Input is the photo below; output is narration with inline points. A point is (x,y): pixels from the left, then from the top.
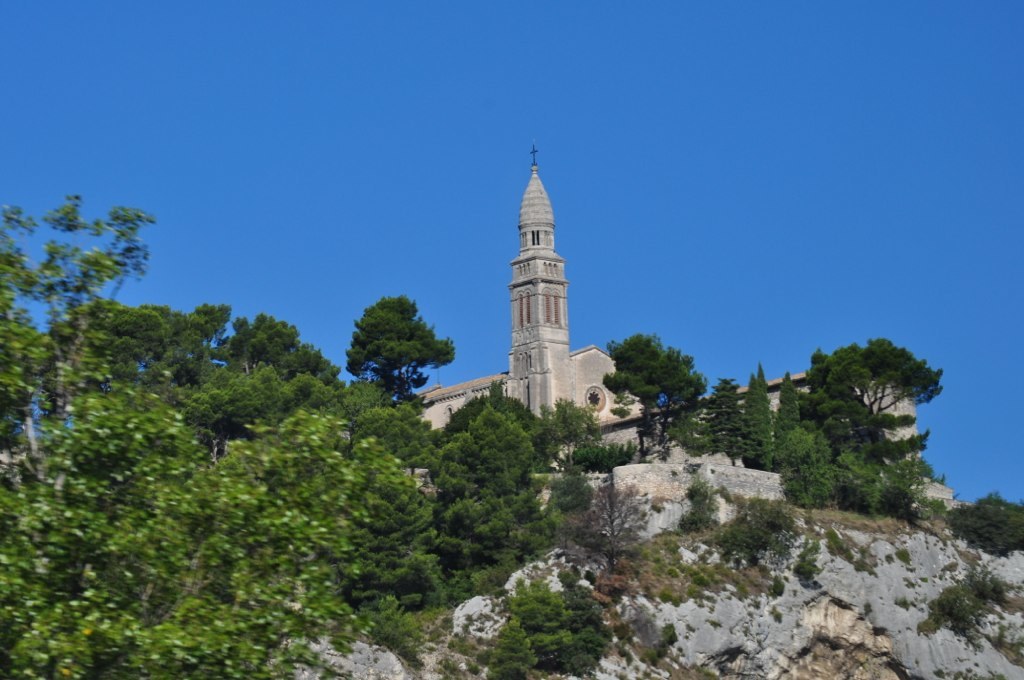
In this image we can see a building (528,386). There are trees (468,532) and rocks (933,596). In the background (661,189) there is sky (206,169).
